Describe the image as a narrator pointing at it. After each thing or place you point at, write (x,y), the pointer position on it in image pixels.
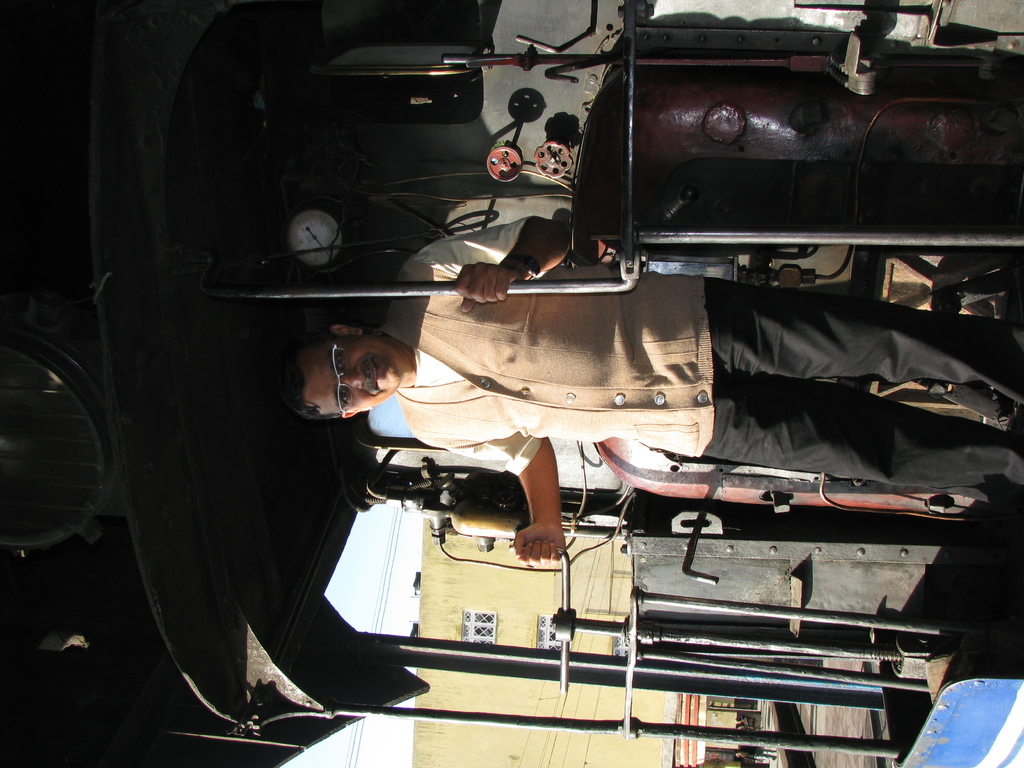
In this image we can see a man (526,452) standing holding the metal pole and a handle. We can also see some metal devices (487,486), poles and a clock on a wall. On the backside (588,561) we can see a building (577,568) with windows (479,630), some wires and the sky (405,597) which looks cloudy.
